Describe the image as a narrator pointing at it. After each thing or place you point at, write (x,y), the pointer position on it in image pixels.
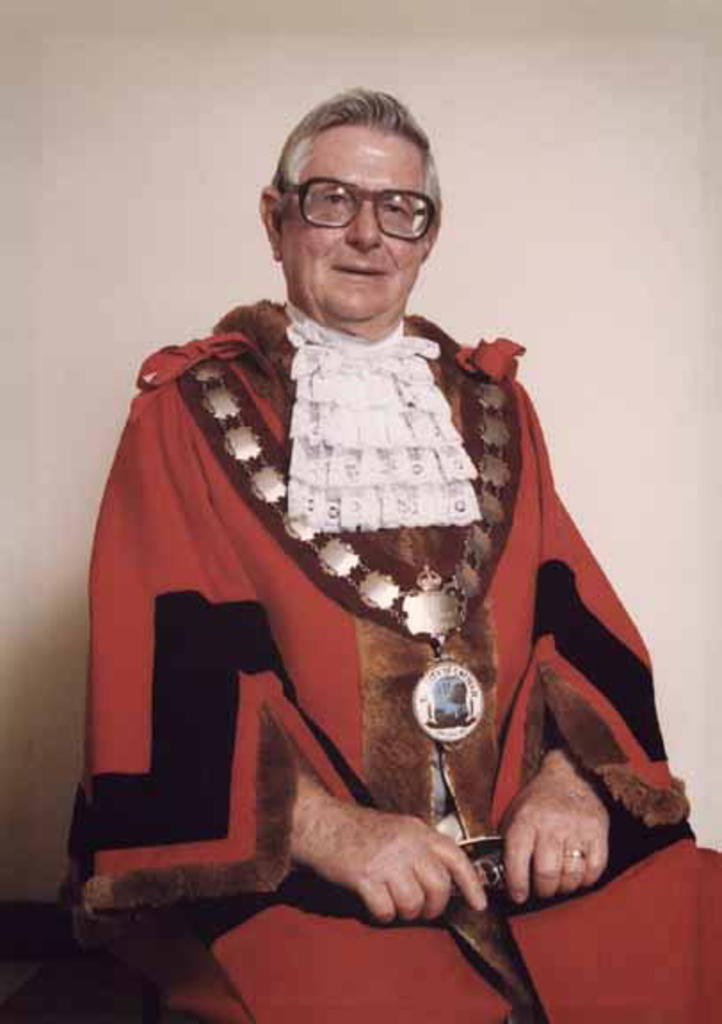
In this image we can see a person (323,760) wearing spectacles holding an object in his hand (378,879) is sitting. In the background (538,149), we can see the wall (424,105).
